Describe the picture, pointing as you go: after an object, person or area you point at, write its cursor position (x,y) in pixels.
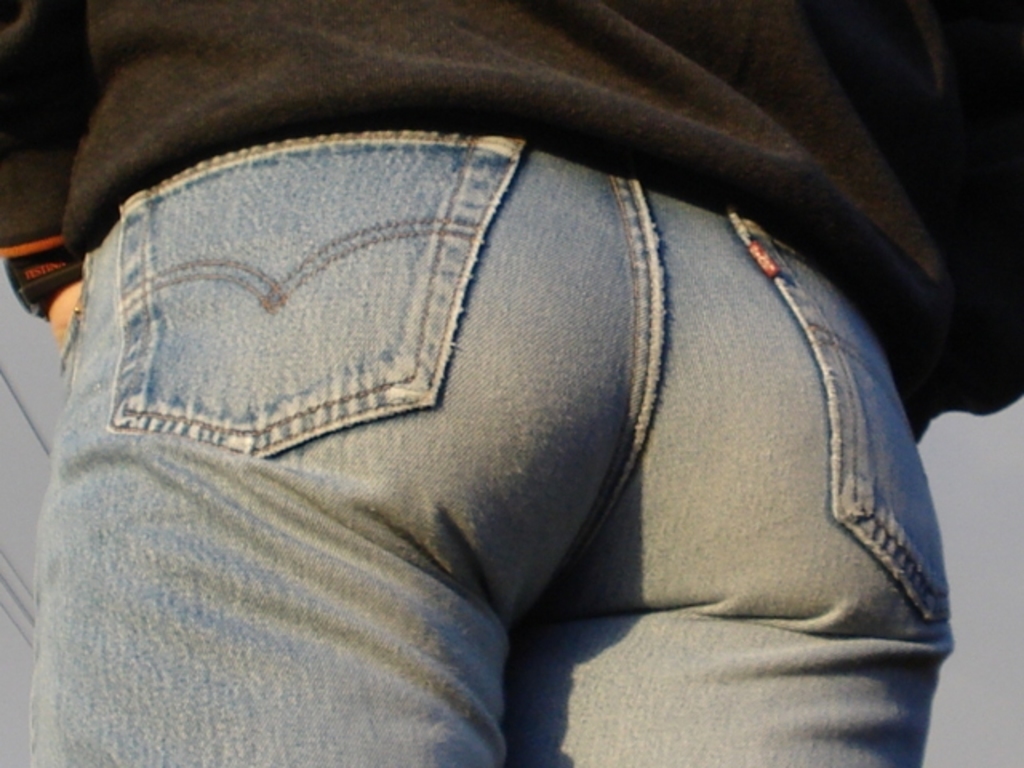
In this image there is a person (512,275) wearing a jeans (396,398). Background (18,464) there is sky (30,496). Left side (18,604) there are wires (41,445).
